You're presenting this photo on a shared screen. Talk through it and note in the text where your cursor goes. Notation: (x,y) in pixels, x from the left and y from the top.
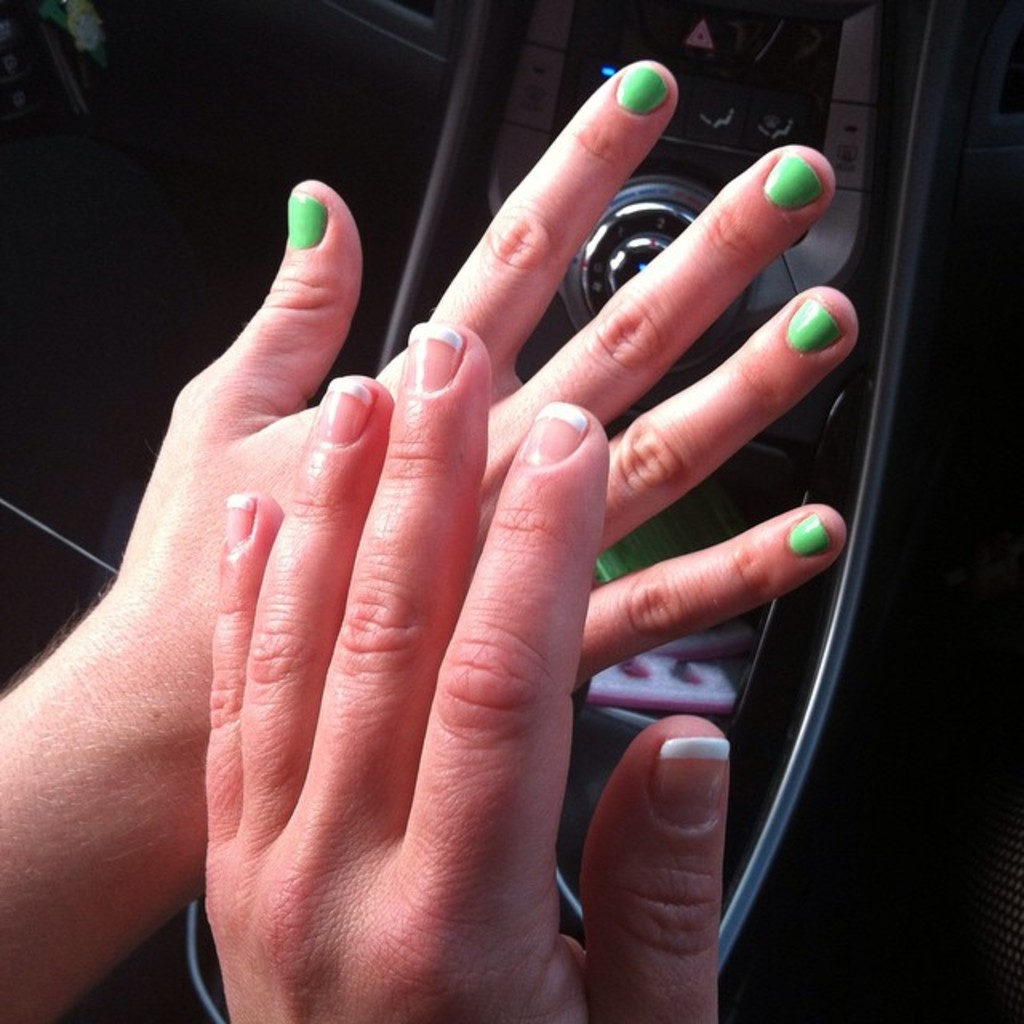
In this image there are two hands (372,610), in the background (334,367) there is a dashboard (907,59).
